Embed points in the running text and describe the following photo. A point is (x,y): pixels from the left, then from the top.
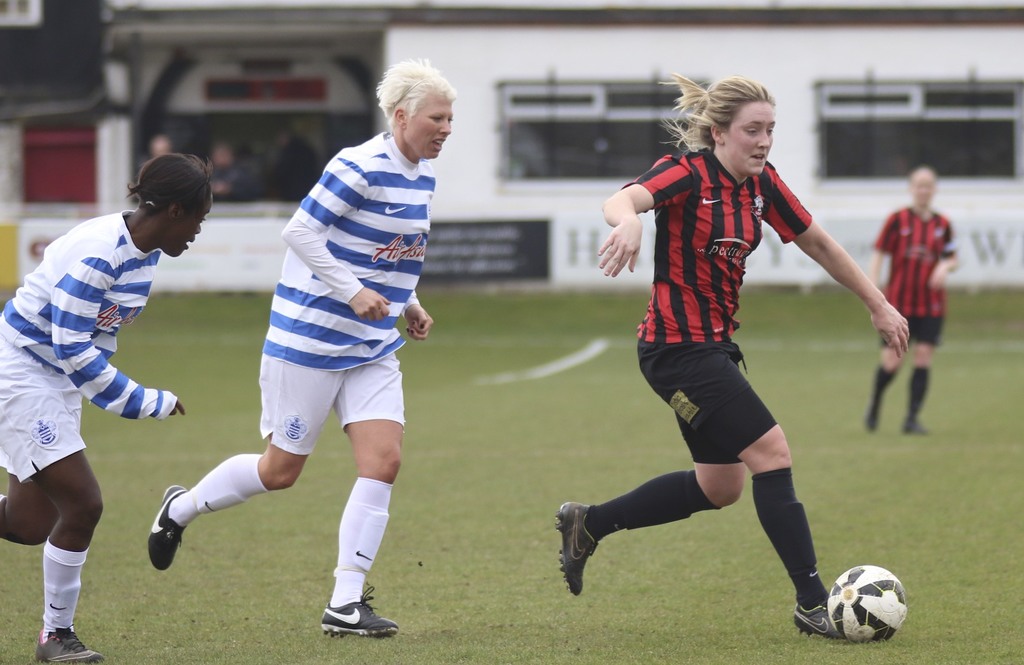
In this image there are a few players (721,234) playing on the ground (813,377) and there is a ball (854,605), in the background (559,38) there is a building (782,80) and there are two people (216,156) standing.
